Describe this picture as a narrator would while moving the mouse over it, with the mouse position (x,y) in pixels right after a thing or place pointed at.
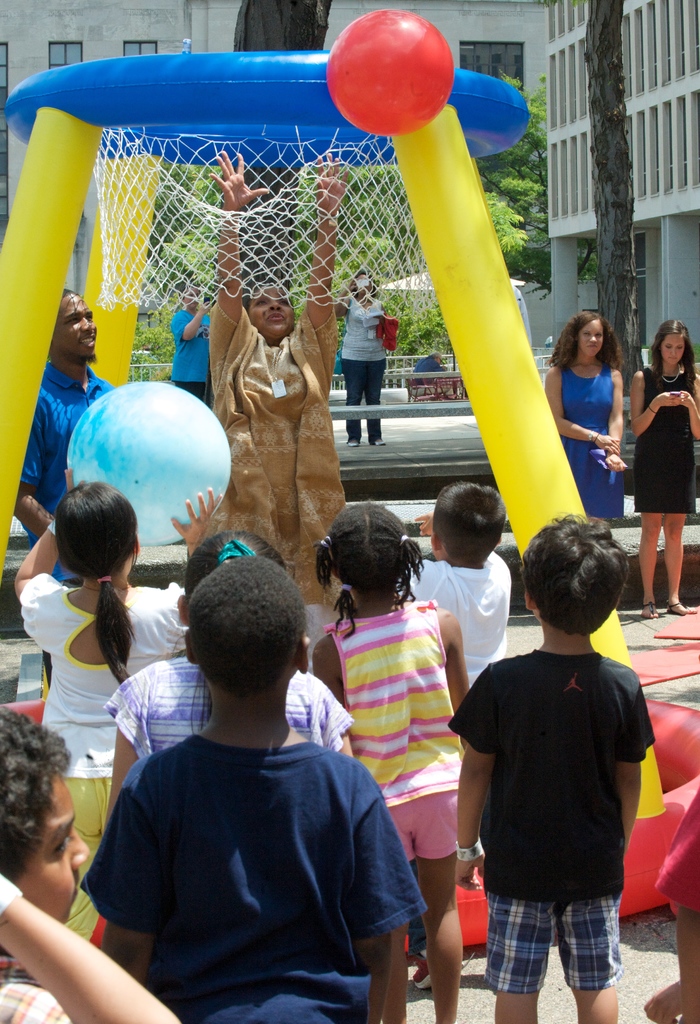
There are children (172,584) in different color dresses (631,729) standing on the road (478,1009). One of them is holding blue color ball (180,423) in front of a blue color ring (194,135) which is attached to the yellow color balloons (429,184) and there is a red color balloon (347,69) is attached to the blue color ring (277,95). In the background (58,364), there are persons (621,406) in different color dresses (586,405), trees (488,178) and there are buildings (34,14).
